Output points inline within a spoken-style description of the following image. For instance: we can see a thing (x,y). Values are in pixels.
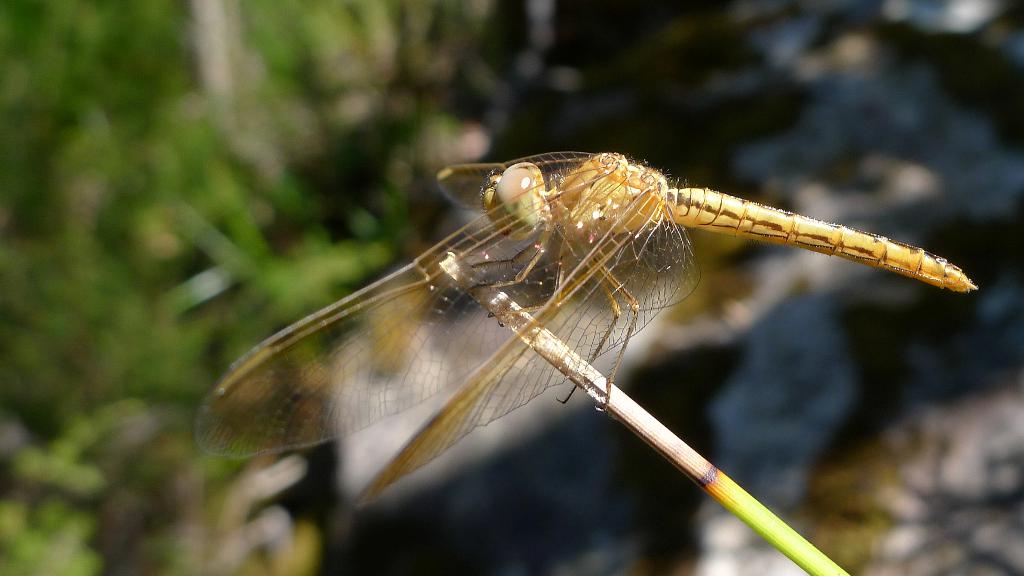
In the image in the center (621,206) we can see one dragonfly (548,213) on the thin stick (622,408). In the background (35,127) we can see trees (279,206).
